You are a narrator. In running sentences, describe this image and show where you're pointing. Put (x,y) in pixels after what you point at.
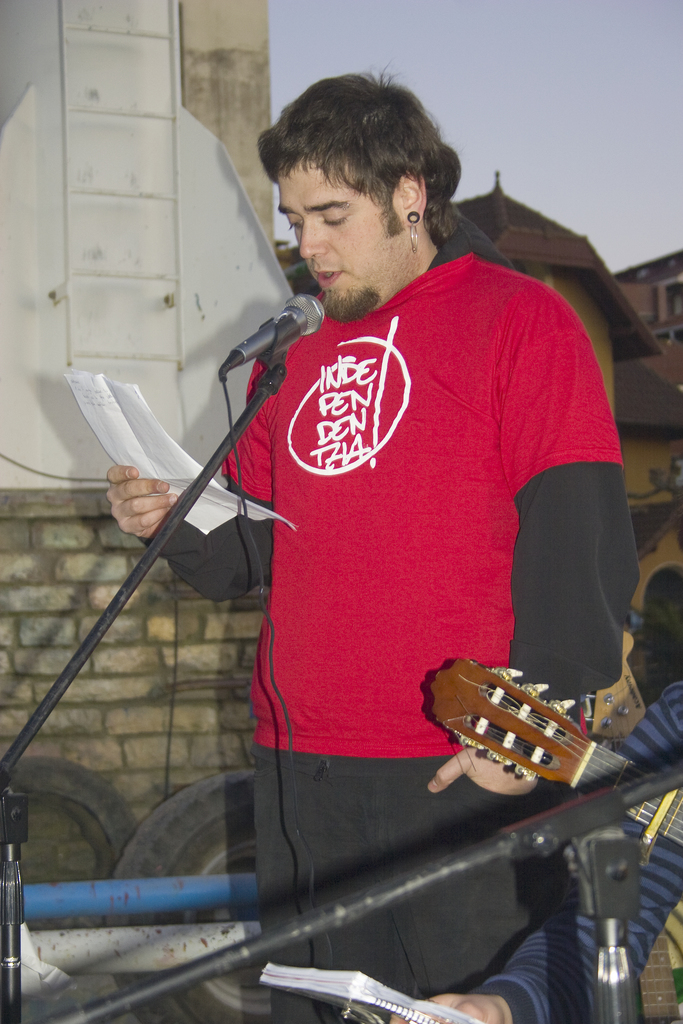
This picture shows a man (289,923) standing and singing with the help of a microphone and holding a paper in his hand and we see another man (672,707) seated and holding a guitar (674,834).
